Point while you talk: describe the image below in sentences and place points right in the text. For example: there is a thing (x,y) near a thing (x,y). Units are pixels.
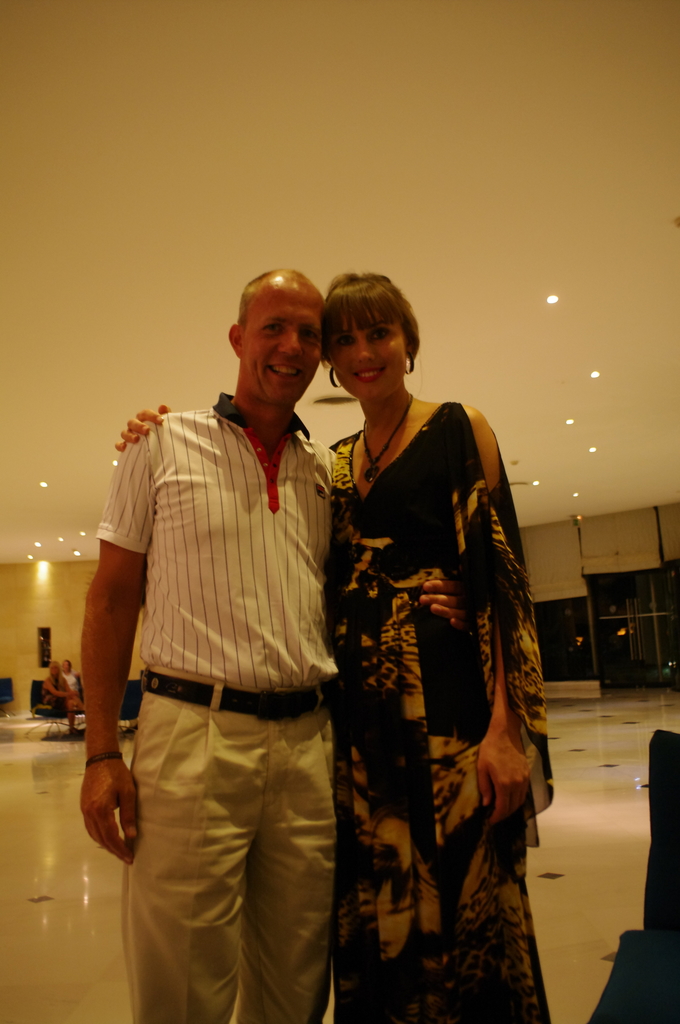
In this picture I can see a man (294,548) and a woman (353,522) standing with a smile (290,370) on their faces (305,383) and I can see few lights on the ceiling (66,450) and couple of person (49,701) are sitting in the chairs (34,698).
